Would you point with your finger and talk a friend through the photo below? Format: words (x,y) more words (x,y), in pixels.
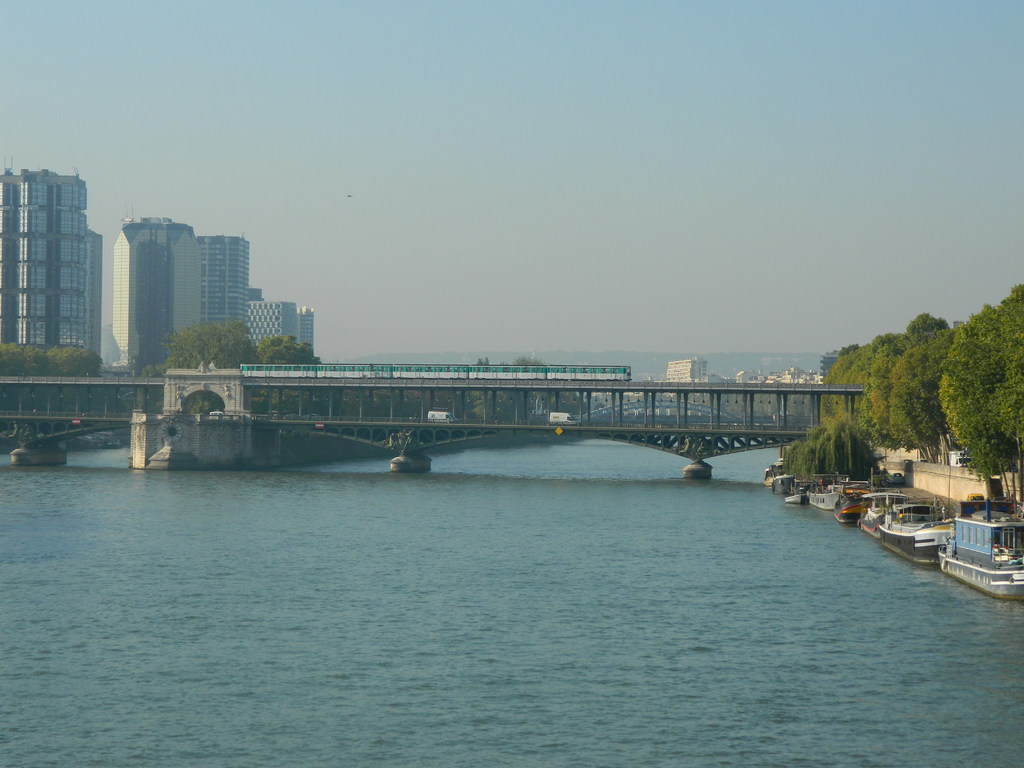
In this image I can see few boats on the water (680,583). In the background (439,420) I can see train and vehicle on the bridge (401,416). On both sides I can see the trees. I can also see many buildings (670,362), mountains (583,351) and the sky (409,167) in the back (368,196).
